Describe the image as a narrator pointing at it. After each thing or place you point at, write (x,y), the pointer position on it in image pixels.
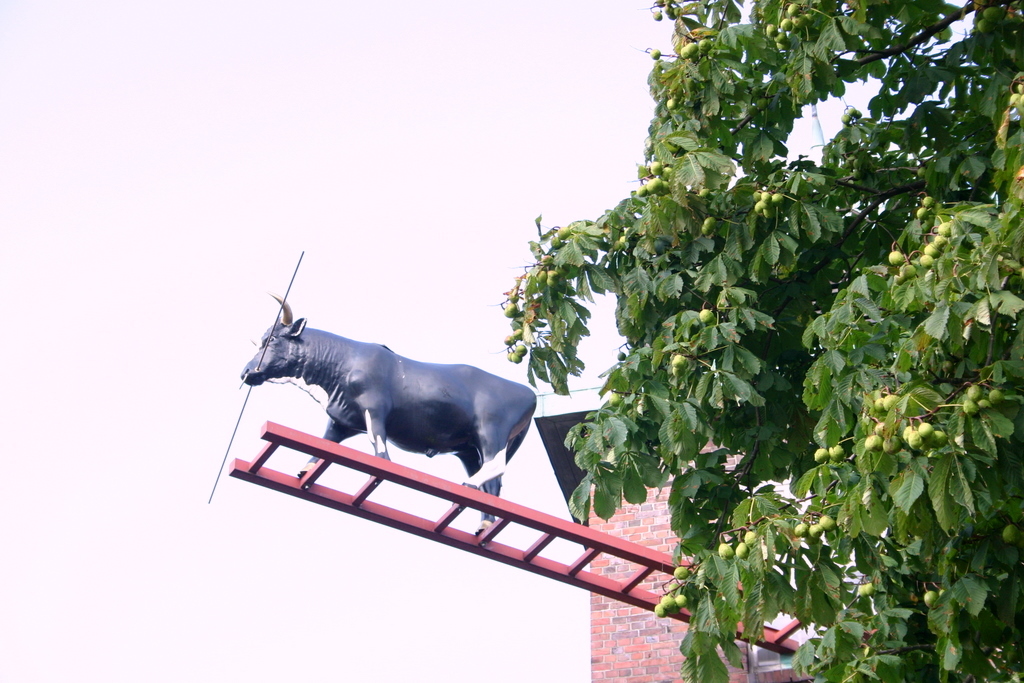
In this picture we can see a statue (271,330) of an animal (286,320) on a ladder (354,464) and in the background (567,517) we can see the sky (188,347).
